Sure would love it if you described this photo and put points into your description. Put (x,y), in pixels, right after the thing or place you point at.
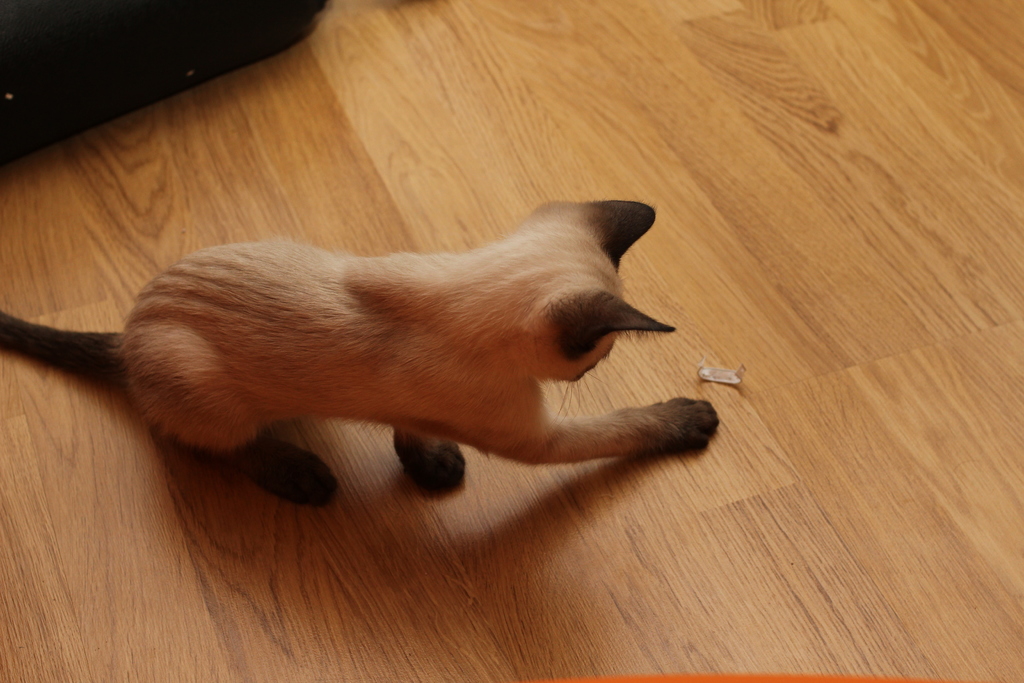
In this image we can see there is a cat (373,359) sitting on the floor (777,315), in front of the cat (488,336) there is an object (710,376). On the top left corner (89,59) there is a sofa (140,55).
